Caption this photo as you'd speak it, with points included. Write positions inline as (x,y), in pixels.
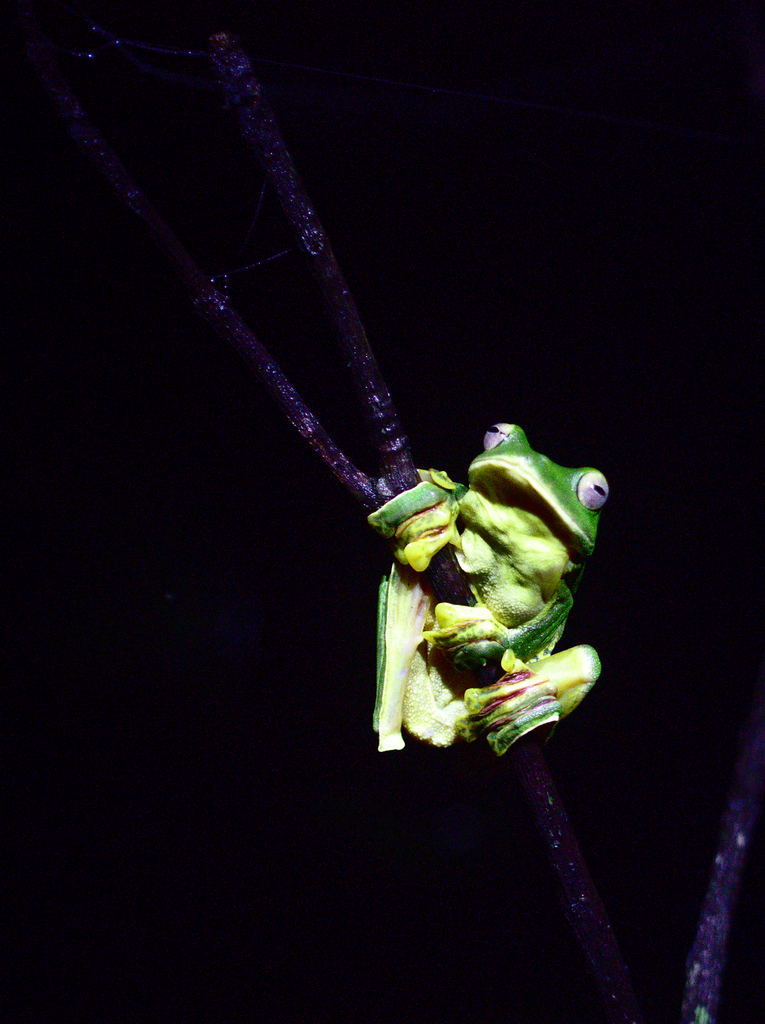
In the foreground of this image (549,679), there is a frog (470,542) holding a stem (563,847) and there is a dark background (163,865).
